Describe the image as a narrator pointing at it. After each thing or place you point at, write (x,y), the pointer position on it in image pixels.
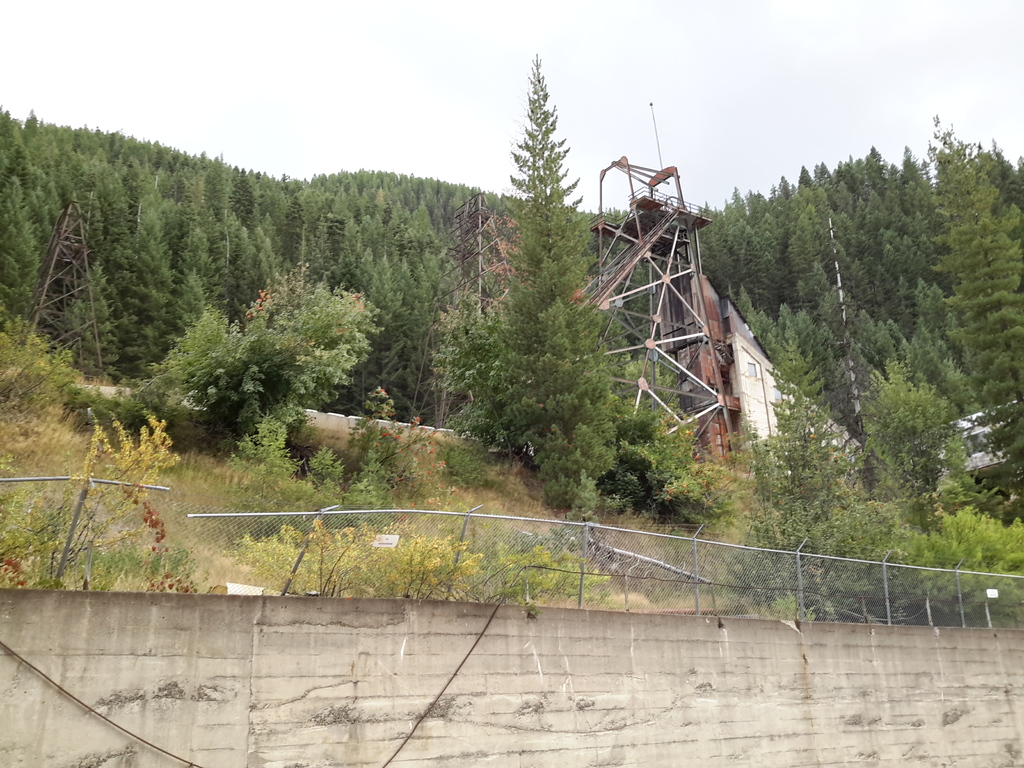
In the picture we can see a wall (216,706) with fencing (749,549) on it and behind it we can see grass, plants (110,410), trees (801,197) and sky (209,107).
